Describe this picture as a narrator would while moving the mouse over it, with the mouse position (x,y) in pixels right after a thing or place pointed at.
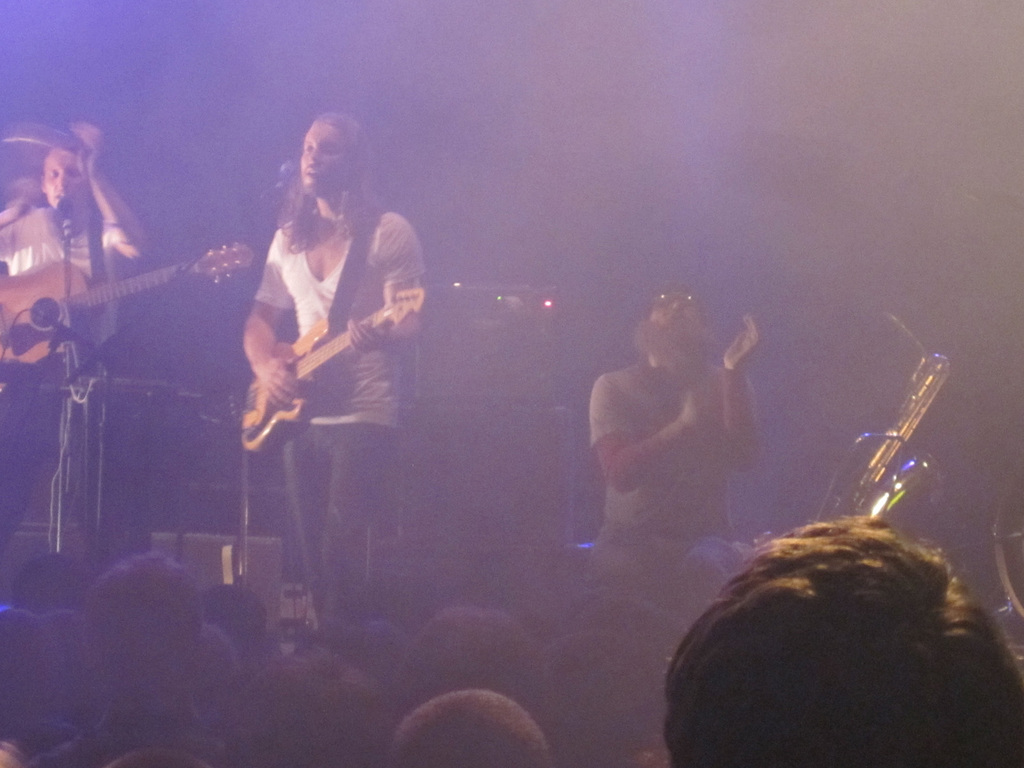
The musicians (55,173) are highlighted in this picture. The 3 musicians (335,416) are on the stage (738,484) and the audience (758,595) are enjoying it. As we can see there are audience (351,664) observing this 3 musicians (300,450). This singer (323,425) is holding the guitar (339,352) and is singing. This singer (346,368) is playing the guitar (65,313) and he is singing. The man (670,447) is sitting and clapping his hands (680,417).
